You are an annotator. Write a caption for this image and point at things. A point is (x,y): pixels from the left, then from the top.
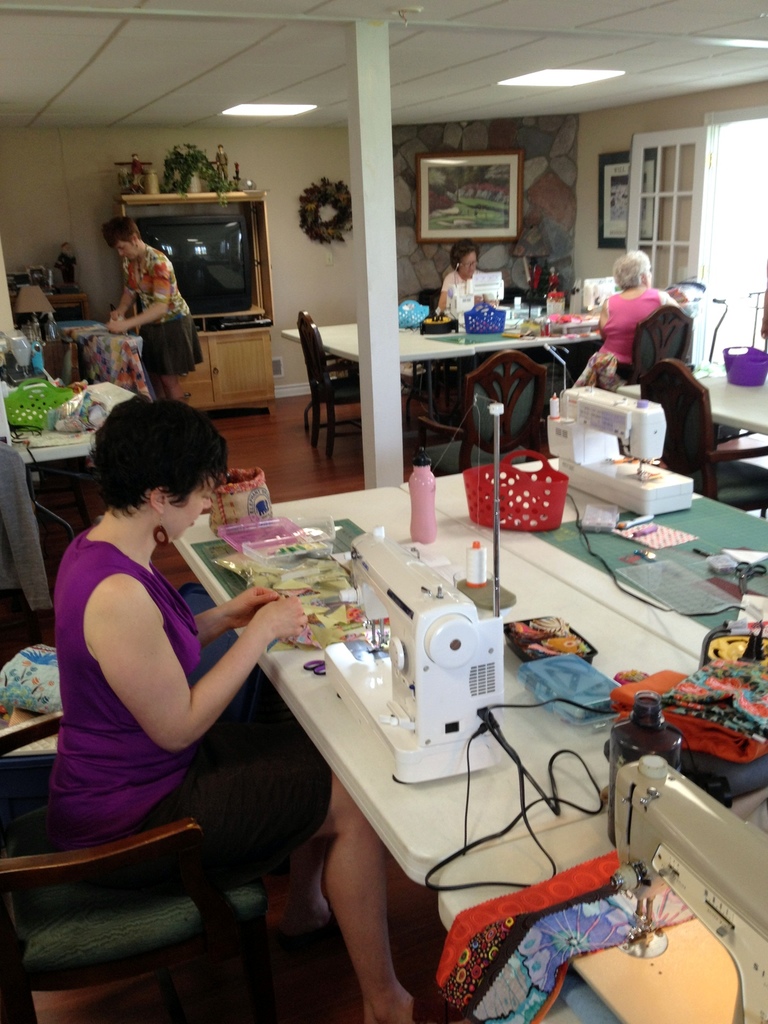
In this picture there is a lady (189,711) on the left side of the image (173,476) in front of a table (447,503), table (692,638) contains clothes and sewing machines (671,493) on it, there are other people (133,329) on the tables (419,350) in the background area of the image (471,344), there are lamps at the top side of the image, there is a television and a window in the background area of the image (142,218).
